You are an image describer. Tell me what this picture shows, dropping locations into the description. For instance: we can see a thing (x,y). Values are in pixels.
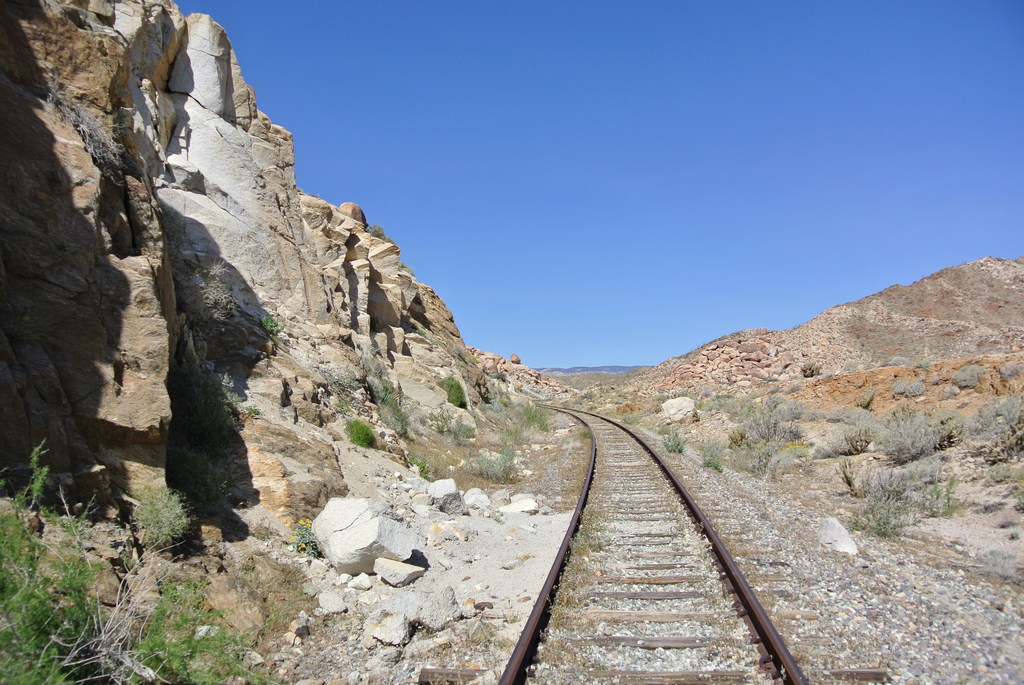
In this image I can see the track (603,595). On both sides of the track (620,660) I can see the huge rocks (240,350) and plants (151,509). In the background (564,153) I can see the blue sky (578,140).
